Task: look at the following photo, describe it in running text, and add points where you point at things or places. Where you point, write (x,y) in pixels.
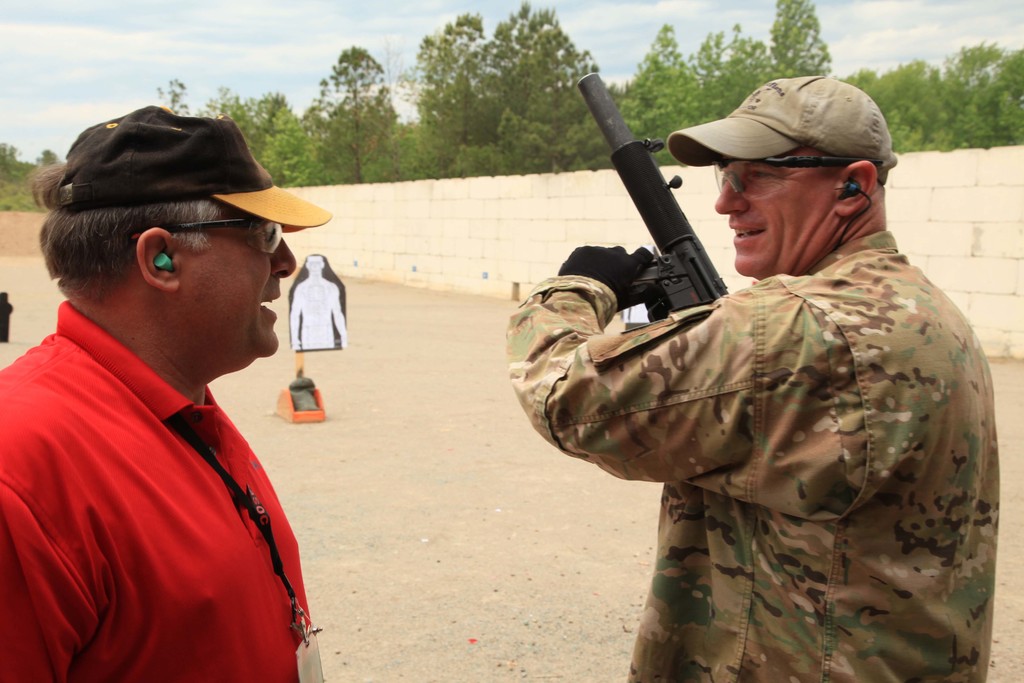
There is a man (884,327) holding a gun (650,216) and another man (182,190) in the foreground area (881,523), there are trees (497,161), wall (511,263), it seems like a man (300,299) on the poster (300,299) and the sky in the background (311,273).
